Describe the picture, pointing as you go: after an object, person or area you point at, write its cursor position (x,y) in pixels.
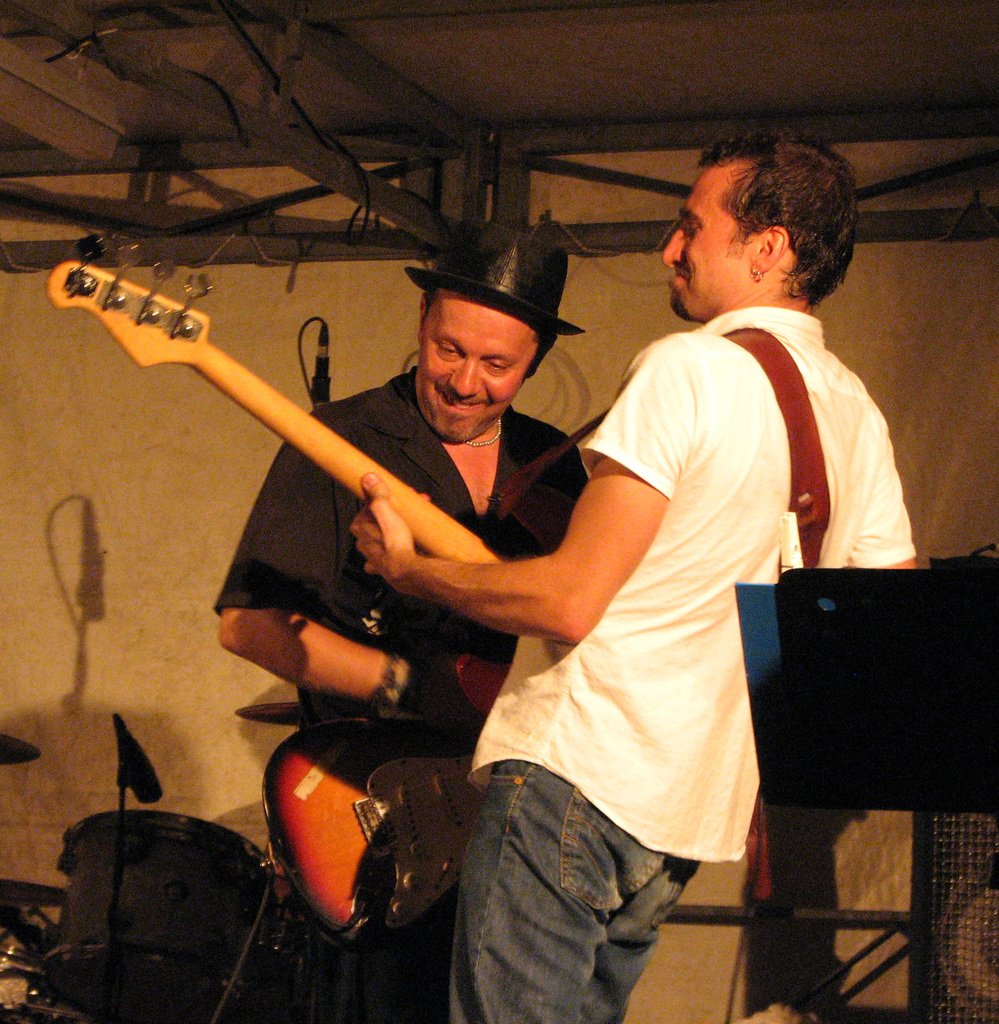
This picture shows a couple of men (339,1017) standing and both of them holding guitars (339,842) in their hands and playing and we see a man (542,264) wore a cap (523,262) on his head (520,322) and we see drums (138,921) on the side and a microphone (323,389) on the back (323,401).
